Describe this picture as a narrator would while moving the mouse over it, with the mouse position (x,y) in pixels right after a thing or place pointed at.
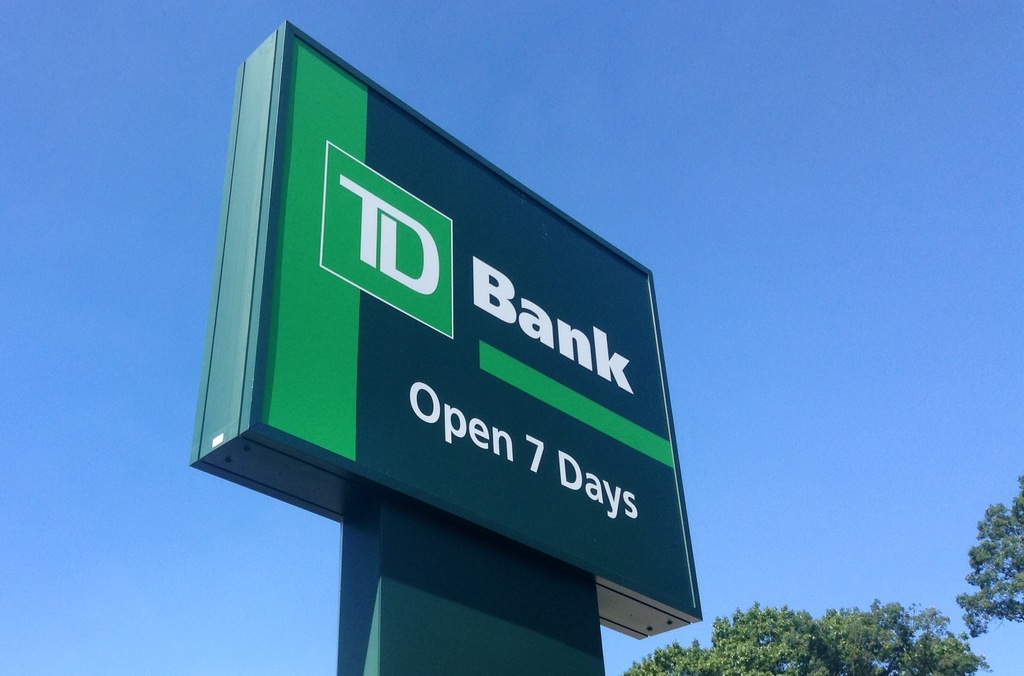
In this image I can see a board (353,367) which is painted with green color and I can see some text (488,427) on this. In the bottom right (922,644), I can see the trees (860,652). In the background (872,141), I can see the sky (722,190) in blue color.
